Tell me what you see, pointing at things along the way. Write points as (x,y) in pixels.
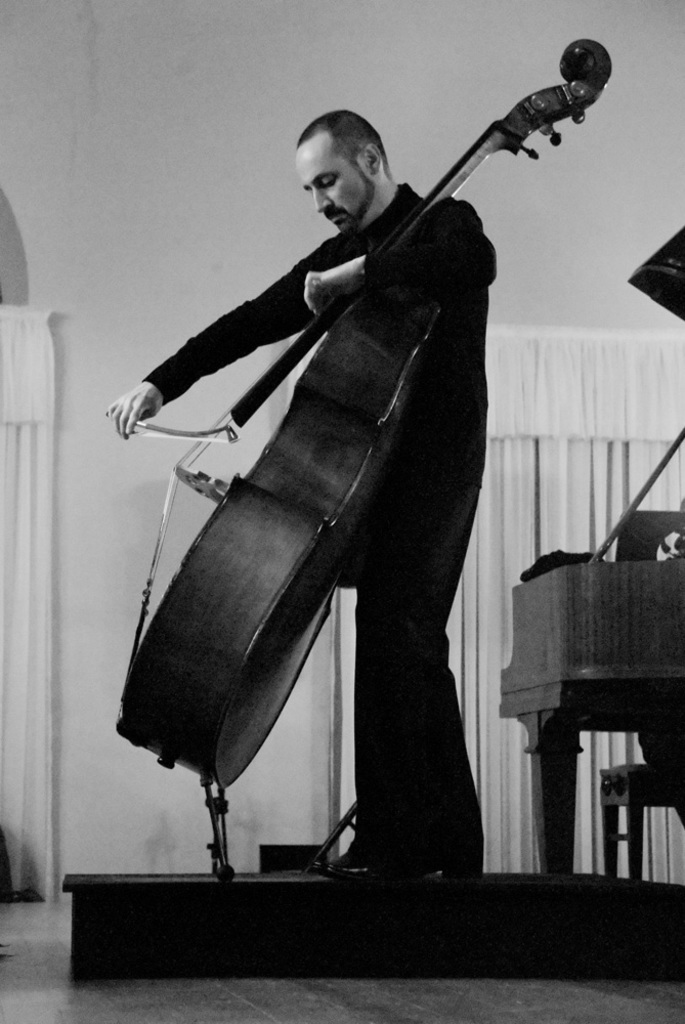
This is a black and white picture. On the background (157,162) we can see a wall (198,451) and white colour curtains (534,398). We can see a man (174,372) standing and playing a double bass (314,338). At the right side of the picture (597,595) we can see a piano (605,680) and a chair (628,797).
